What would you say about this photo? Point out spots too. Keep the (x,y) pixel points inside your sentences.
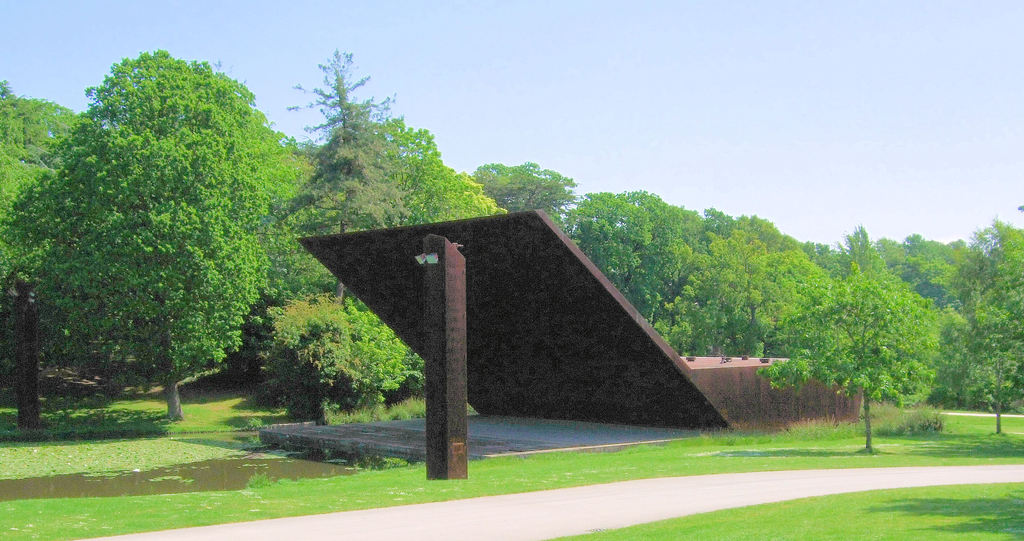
In the background of the image (705,243) we can see trees (777,335) are present. At the bottom of the image (748,500) road (574,516), grass (813,512) are there. At the top of the image (811,151) sky (827,143) is present.
